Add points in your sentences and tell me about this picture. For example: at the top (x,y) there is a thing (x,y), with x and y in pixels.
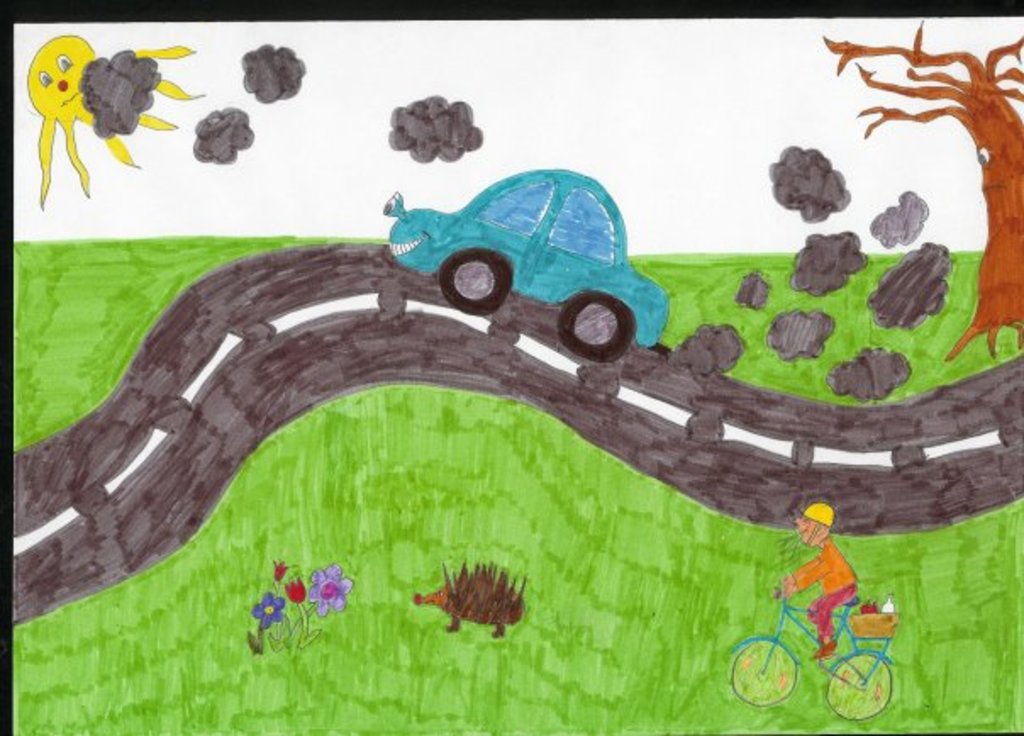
This image consists of a painting on the paper (251,527). At the top of the image (691,144) there is the sky (687,137). At the bottom of the image (388,666) there is a ground (363,675) with grass (363,675) on it. On the right side of the image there is a tree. A man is riding on a bicycle (772,643) and there is a road (501,392). In the middle of the image (457,287) a car (454,266) is moving on the road (567,362) and there is smoke (881,228). There is a Porcupine (506,604) and there are a few flowers (317,592) on the ground (436,610).
